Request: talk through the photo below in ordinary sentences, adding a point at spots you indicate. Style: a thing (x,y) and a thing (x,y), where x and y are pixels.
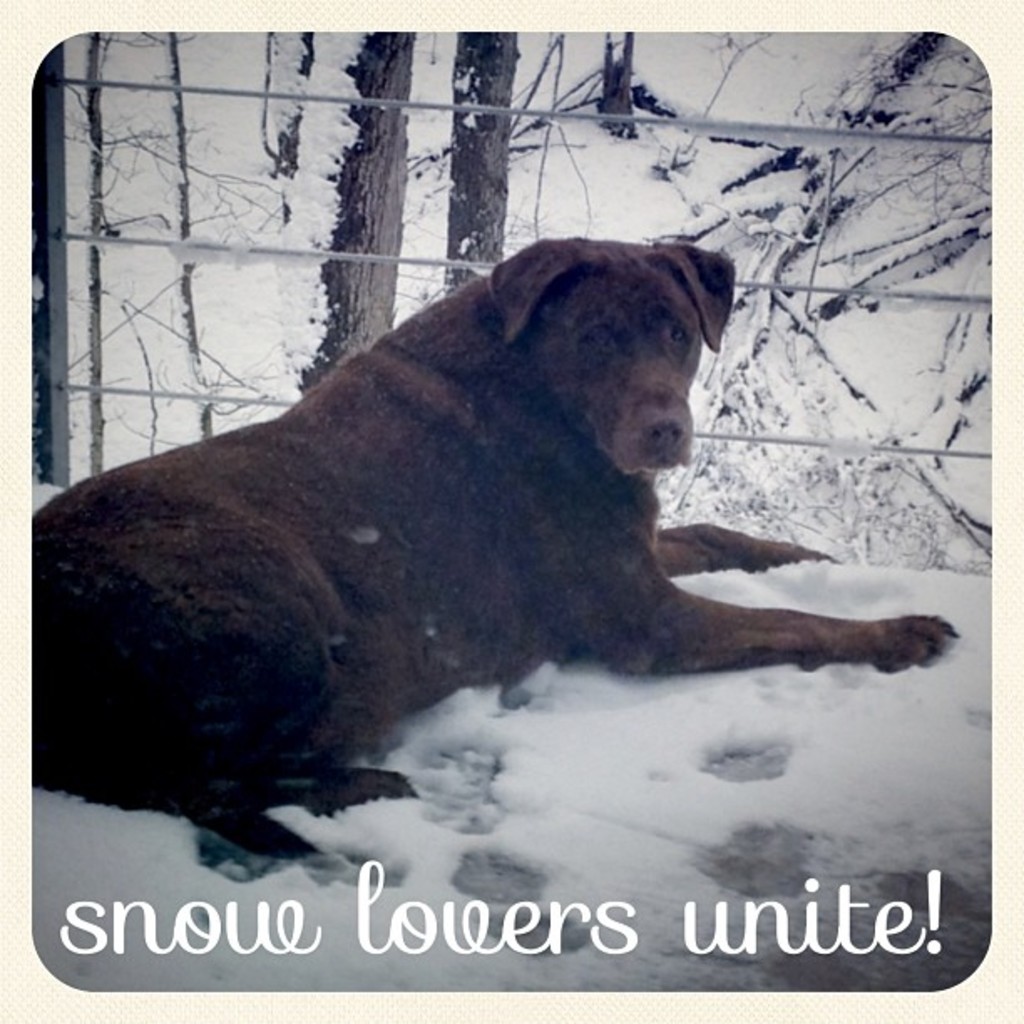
In this image, we can see a dog (360,569) in front of the fencing (171,395). There is a text (68,943) at the bottom of the image (415,918). There are stems (360,126) at the top of the image (509,73).
